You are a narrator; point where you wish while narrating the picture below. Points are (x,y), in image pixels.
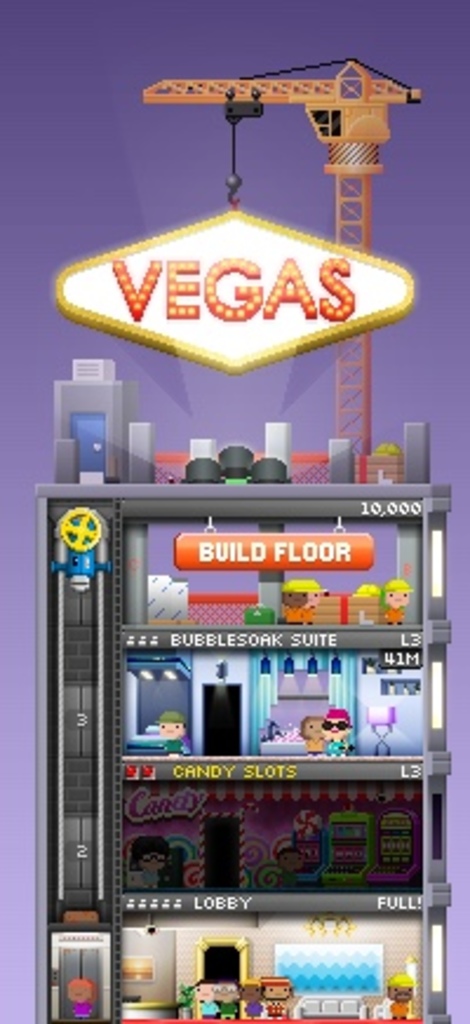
In this image we can see animation relevant to that of building (212,447). And we can see some text (279,297) written on it. And on the upper surface (325,495) we can see the crane (347,147).
